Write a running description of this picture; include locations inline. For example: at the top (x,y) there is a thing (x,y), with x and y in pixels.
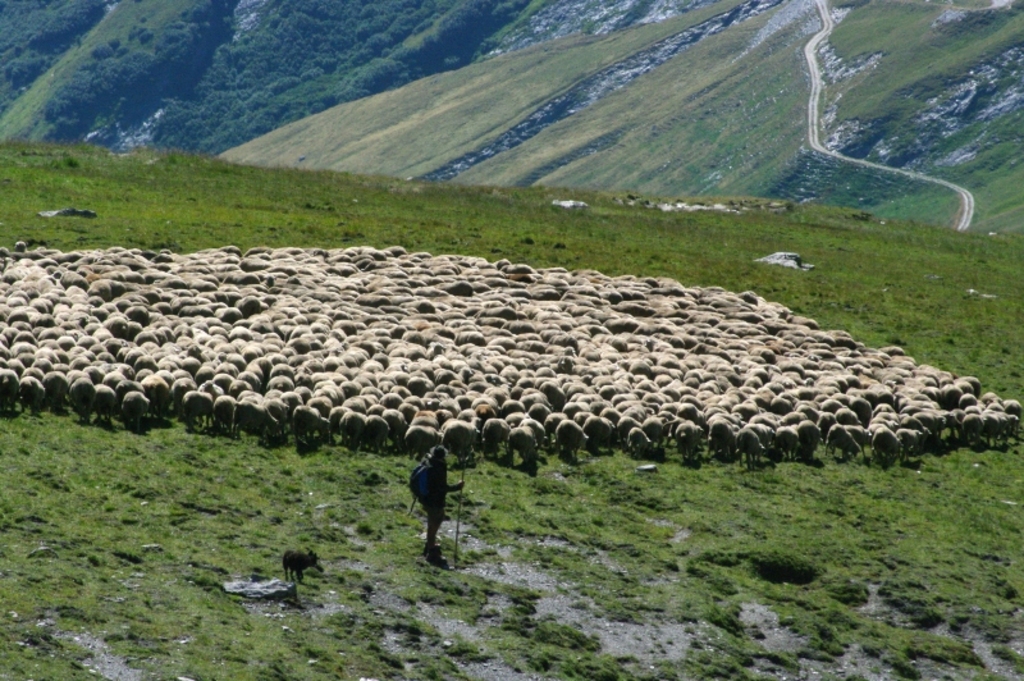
In this picture I can see a number of animals (312,418) on the surface (259,442). I can see a person (425,481) standing on the surface (391,585). I can see green grass (836,218). I can see the hills (794,156). I can see trees (369,15). I can see the walkway (814,106) on the right side (815,110).
